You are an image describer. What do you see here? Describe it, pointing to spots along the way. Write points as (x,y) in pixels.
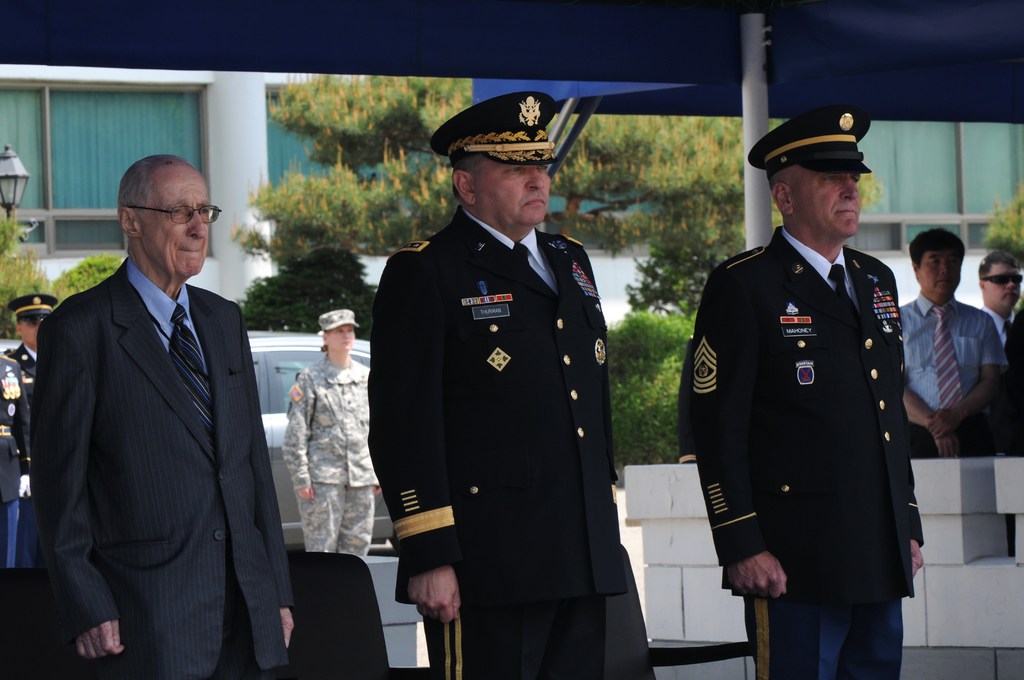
In this image we can see two men (557,494) in uniform (456,476). We can see the other man (202,412) on the left (214,446) wearing the suit (137,377). In the background (328,377) we can see few people (350,340). Image also consists of building (900,179) and also trees (17,261). We can also see the car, light pole (8,182) and also the tent (656,88).
